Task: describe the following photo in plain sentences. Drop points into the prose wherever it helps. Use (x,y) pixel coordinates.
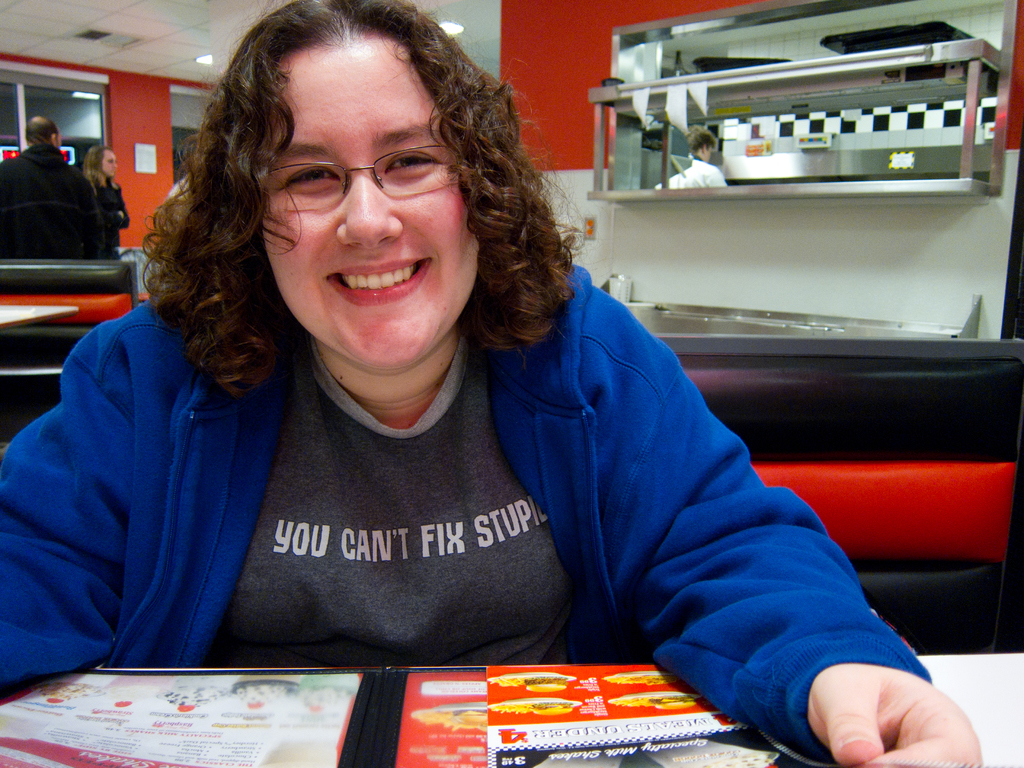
In this image we can see few people (356,407), a person (350,391) sitting on the couch (853,500), there is an object (412,729) looks like a menu card (610,726) on the table (974,724), there is a metal object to the wall (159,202) and there are few objects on it and lights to the ceiling (476,30) in the background (461,28).
